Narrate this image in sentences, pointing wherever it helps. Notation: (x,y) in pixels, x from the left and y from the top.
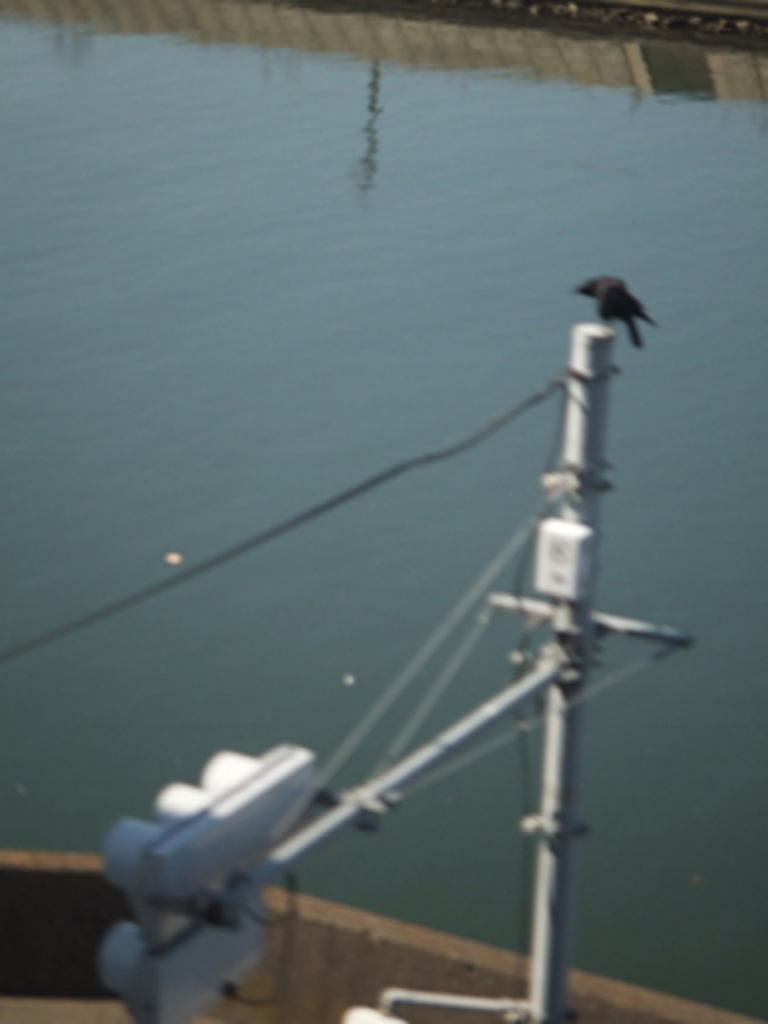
In this picture we can see a pole (444,997), wires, wall (489,948), and water (530,506).
